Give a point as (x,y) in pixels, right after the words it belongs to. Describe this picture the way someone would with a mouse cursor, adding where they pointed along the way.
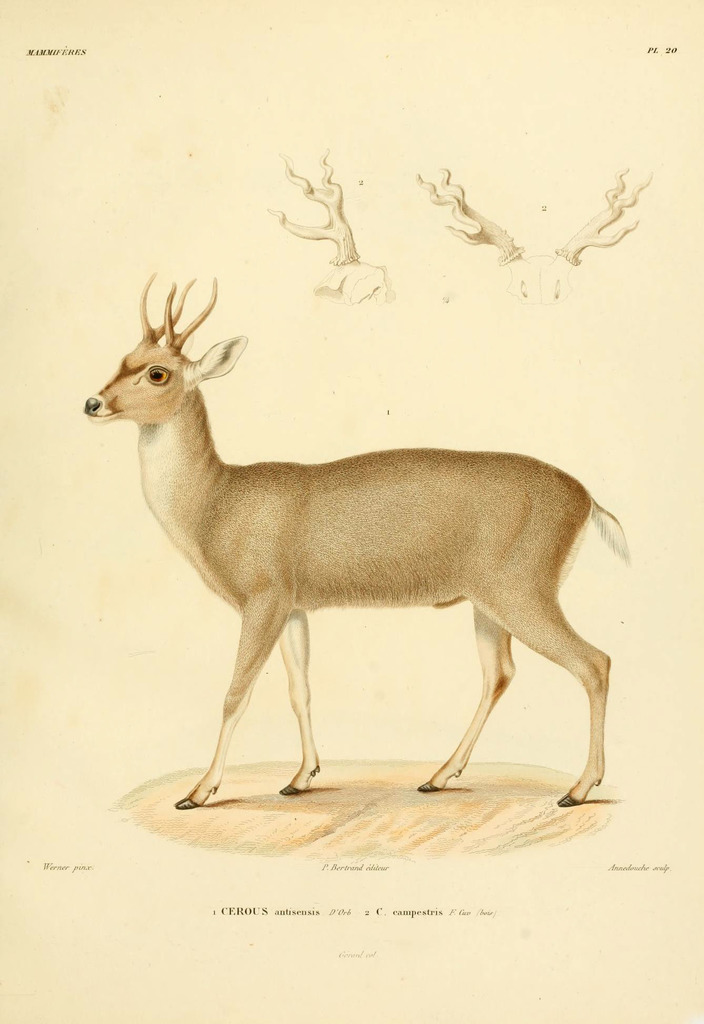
In the center of the image (348,544) we can see a deer (317,538) is there. At the top of the image (433,206) horns (439,195) are present. At the bottom of the image (283,915) some text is there.
